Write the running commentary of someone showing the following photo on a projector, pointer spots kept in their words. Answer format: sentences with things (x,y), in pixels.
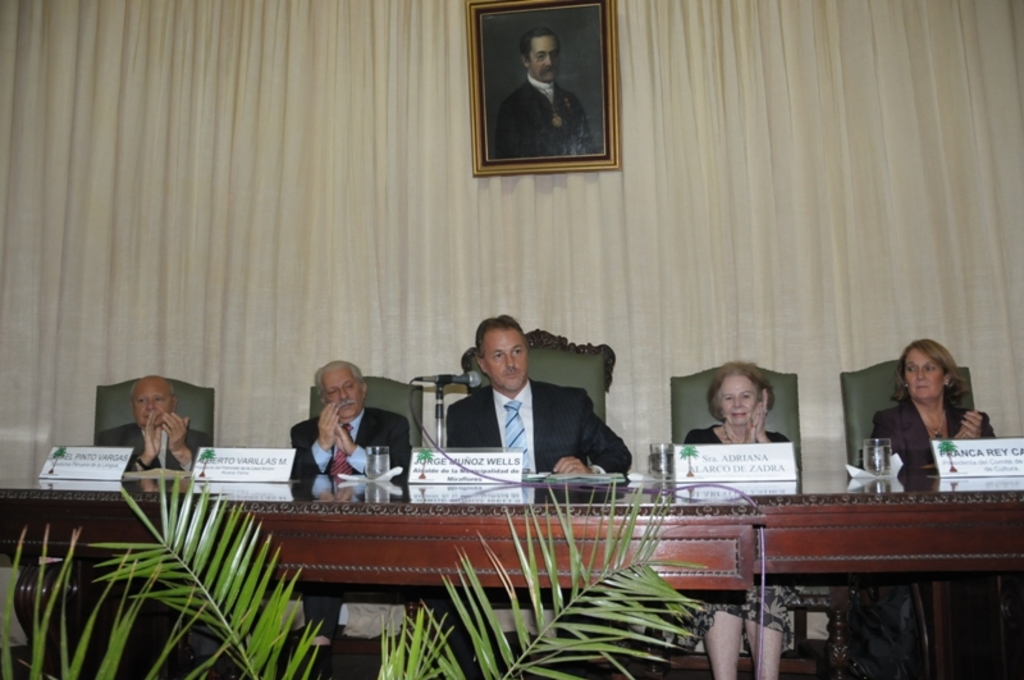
Here we can see five persons (578,421) are sitting on the chairs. This is table (509,500). There are glasses (671,446). This is mike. On the background (676,235) there is a curtain (727,148) and this is frame (571,98).
